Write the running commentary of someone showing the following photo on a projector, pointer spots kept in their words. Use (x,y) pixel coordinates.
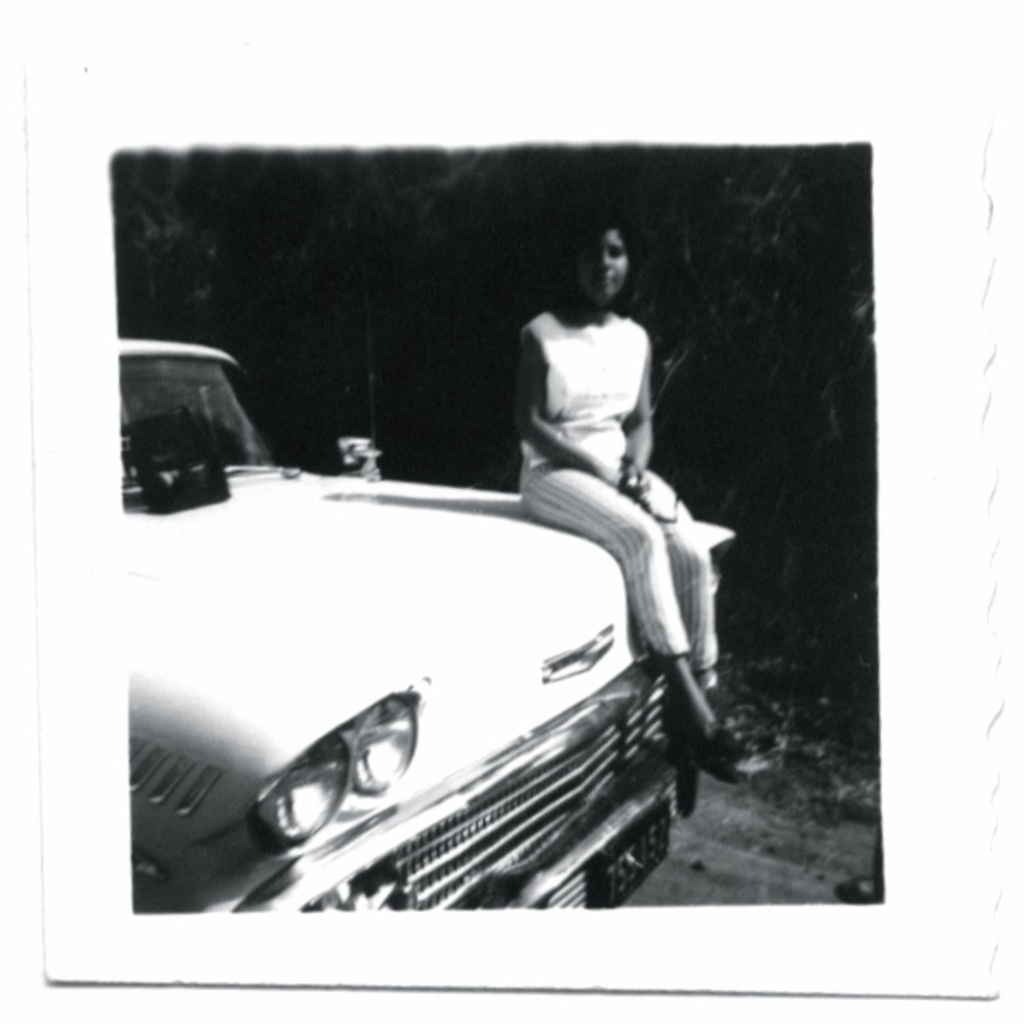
This is a black and white photo and here we can see a person (539,441) sitting on the car (530,787) and in the background (759,250), there are trees (801,392). At the bottom (710,872), there is a road (714,869).
